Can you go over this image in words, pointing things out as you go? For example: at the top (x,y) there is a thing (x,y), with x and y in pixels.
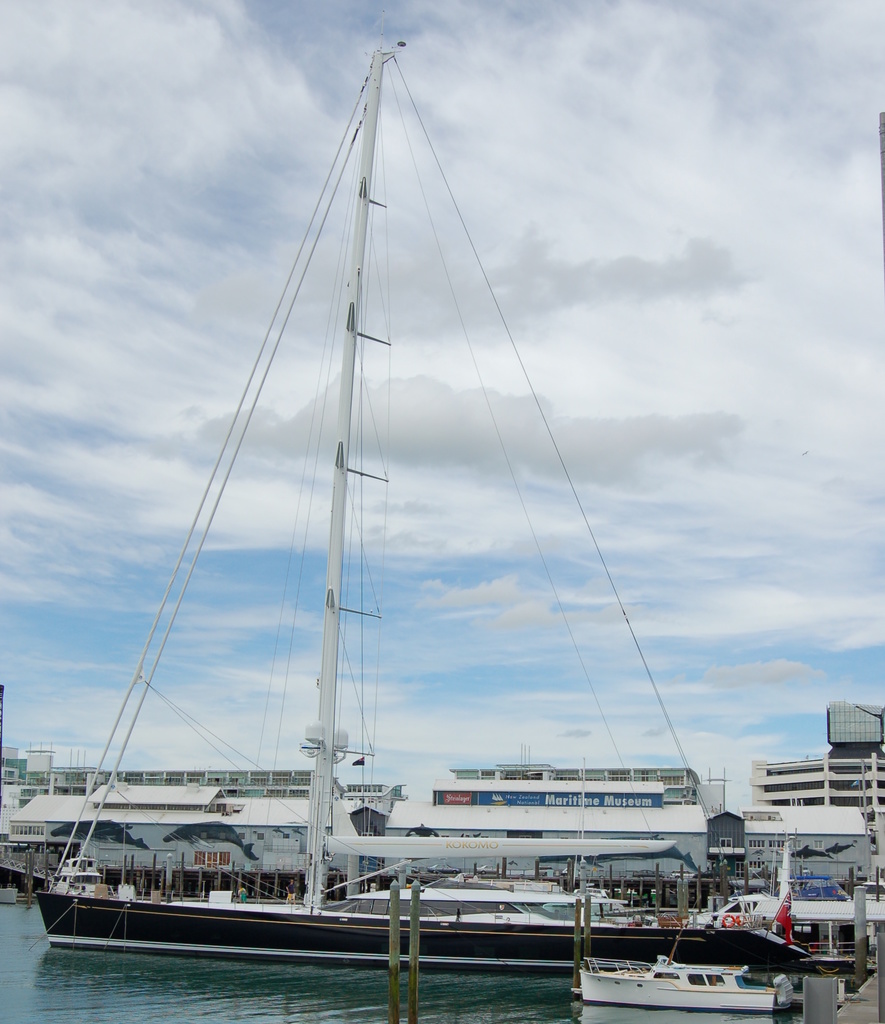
In the background (449,344) we can see the clouds (544,544) in the sky (642,538). In this picture we can see buildings (683,770), ship (749,947), poles (864,900), boat (664,988), flag (783,917), water (469,982) and few objects (832,971).
